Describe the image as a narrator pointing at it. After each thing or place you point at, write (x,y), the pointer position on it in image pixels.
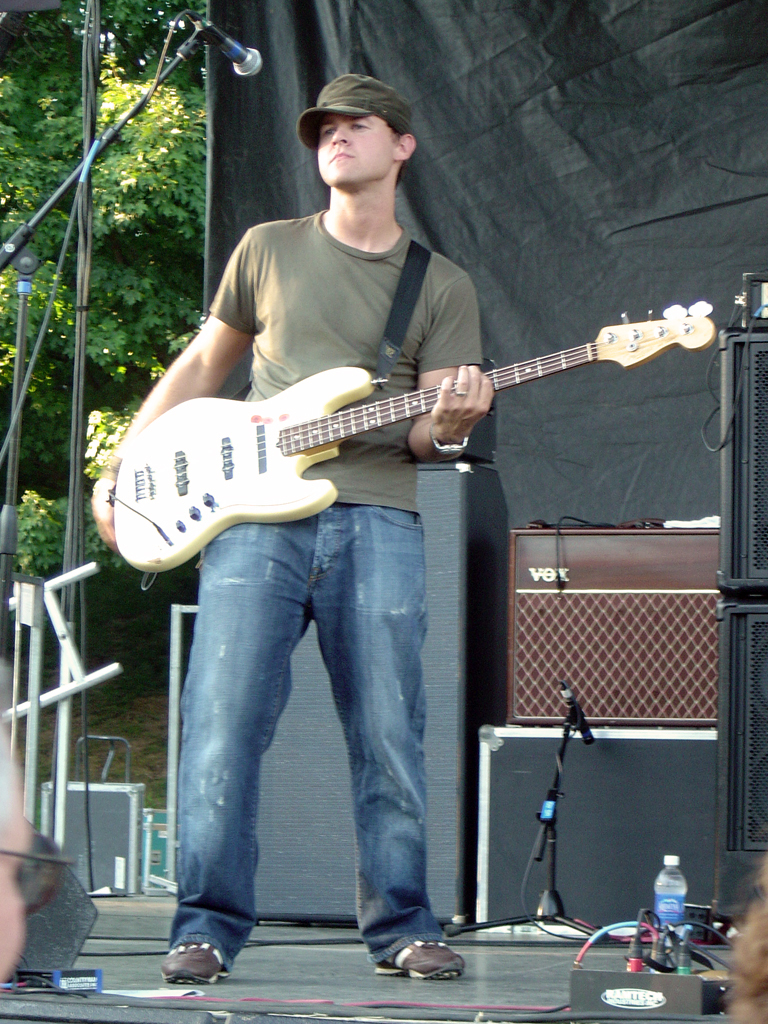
In this picture, man (446,264) in grey t-shirt (301,319) is holding guitar (303,451) in his hands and in front of him, we see a microphone (210,36). Man (283,233) is even wearing cap (338,107). Beside him, we see many speaker box (630,669) and behind that, we see a sheet (569,136) which is black in color. On left corner of picture (176,233), we see many trees (151,256).
